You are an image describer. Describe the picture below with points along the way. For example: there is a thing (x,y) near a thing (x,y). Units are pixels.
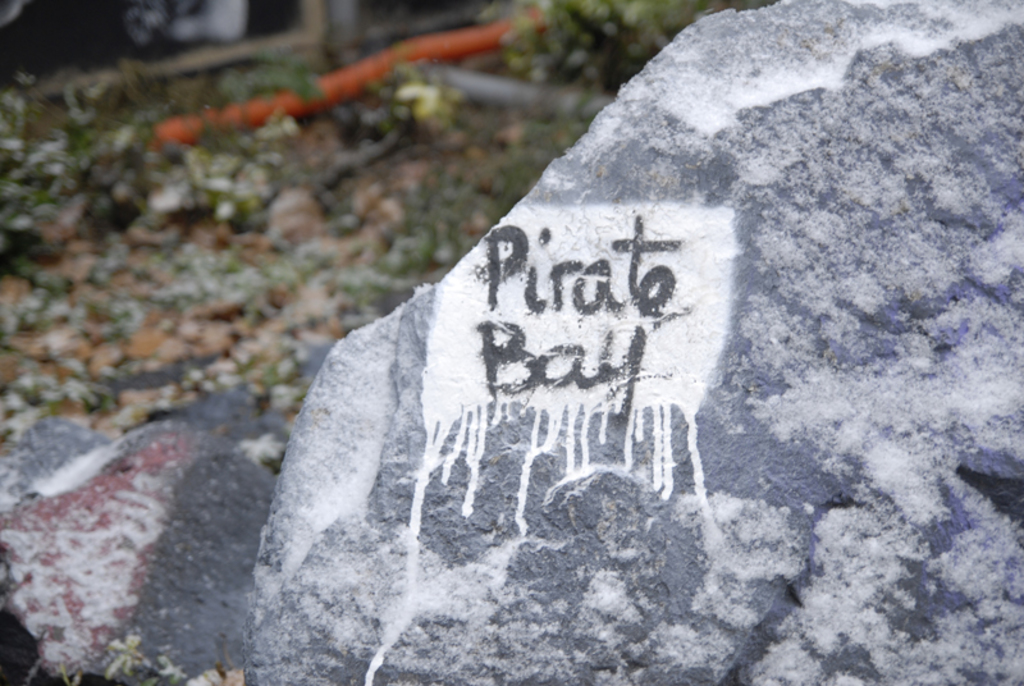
Here we can see a text (528,355) written on a stone (428,417). In the background (320,338) there are small stones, pipe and small plants (457,216).
